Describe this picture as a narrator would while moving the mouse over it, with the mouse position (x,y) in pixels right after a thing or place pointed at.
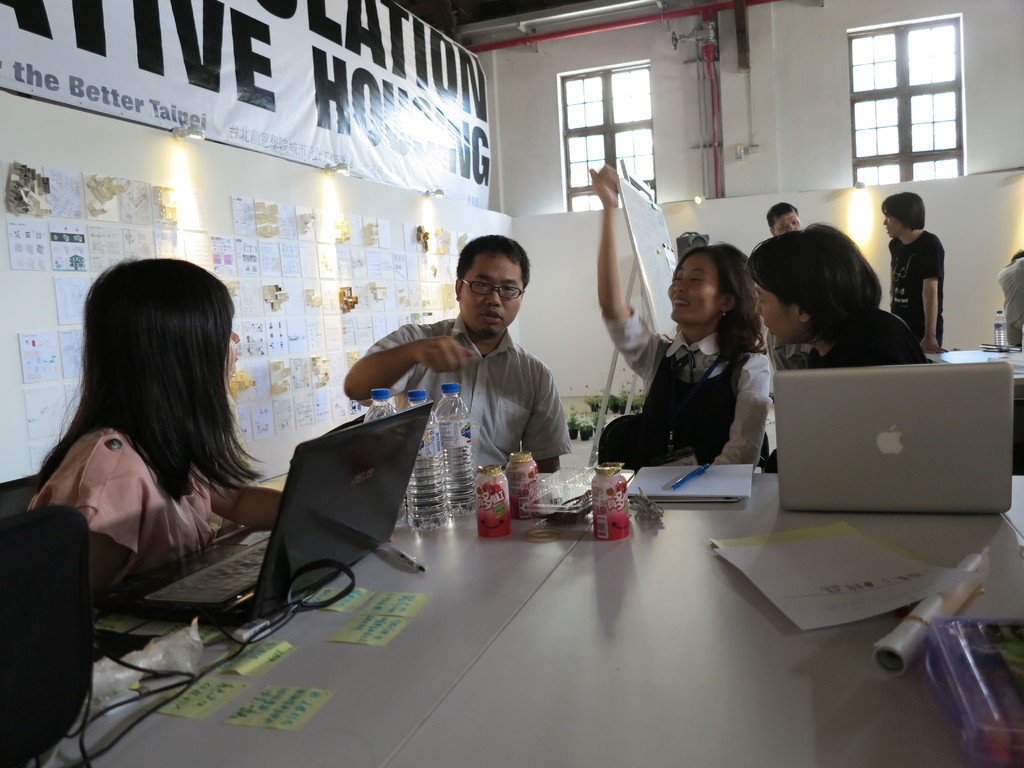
In this picture we can see people (821,258) sitting on the chairs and working. There are many things (725,491) on the table (850,703).
